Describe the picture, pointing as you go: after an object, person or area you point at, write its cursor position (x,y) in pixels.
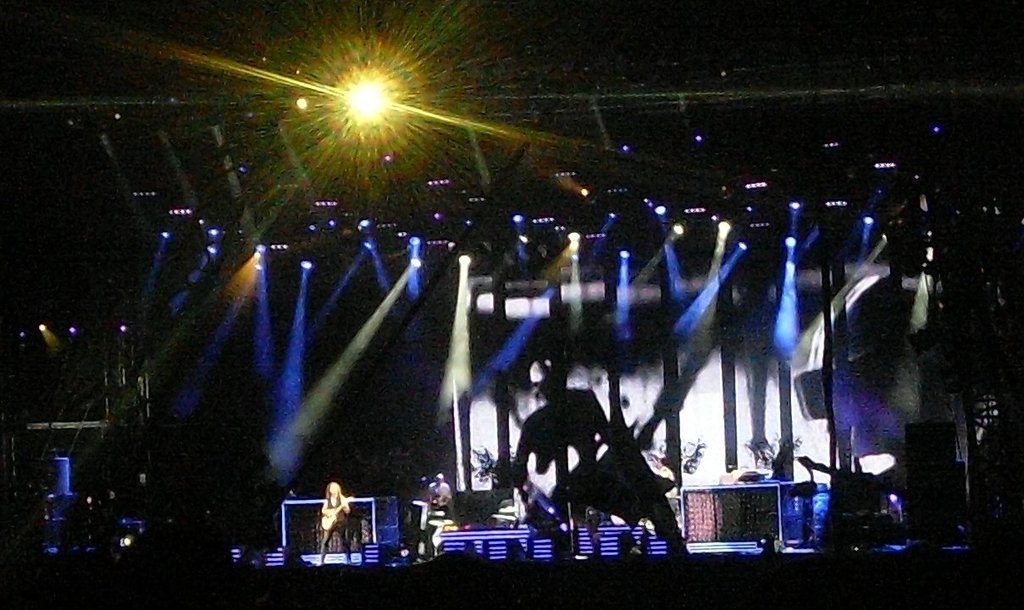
This picture is dark. In the background of the image (440,485) there are people (442,500), among them there is a person (327,494) playing a guitar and we can see lights (300,344) and objects (961,478).
